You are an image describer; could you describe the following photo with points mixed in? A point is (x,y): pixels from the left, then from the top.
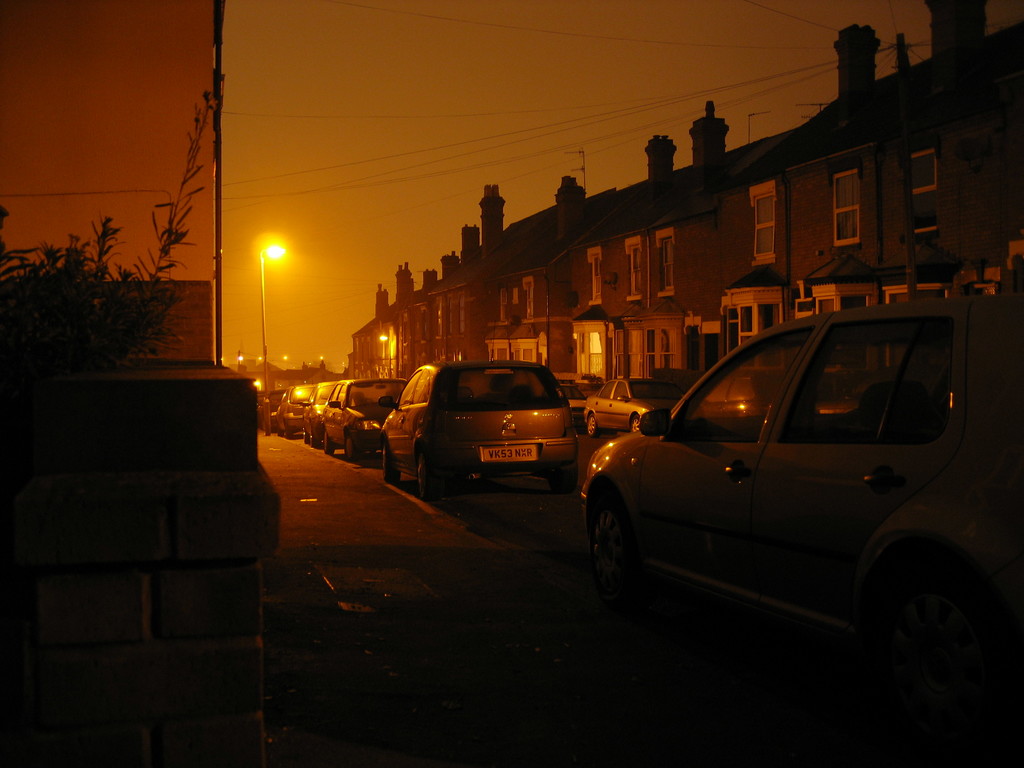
In this picture we can see few vehicles (702,510) on the road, beside to the vehicles (691,532) we can find a plant (140,275) and few buildings (766,327), in the background (260,289) we can see few poles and lights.
